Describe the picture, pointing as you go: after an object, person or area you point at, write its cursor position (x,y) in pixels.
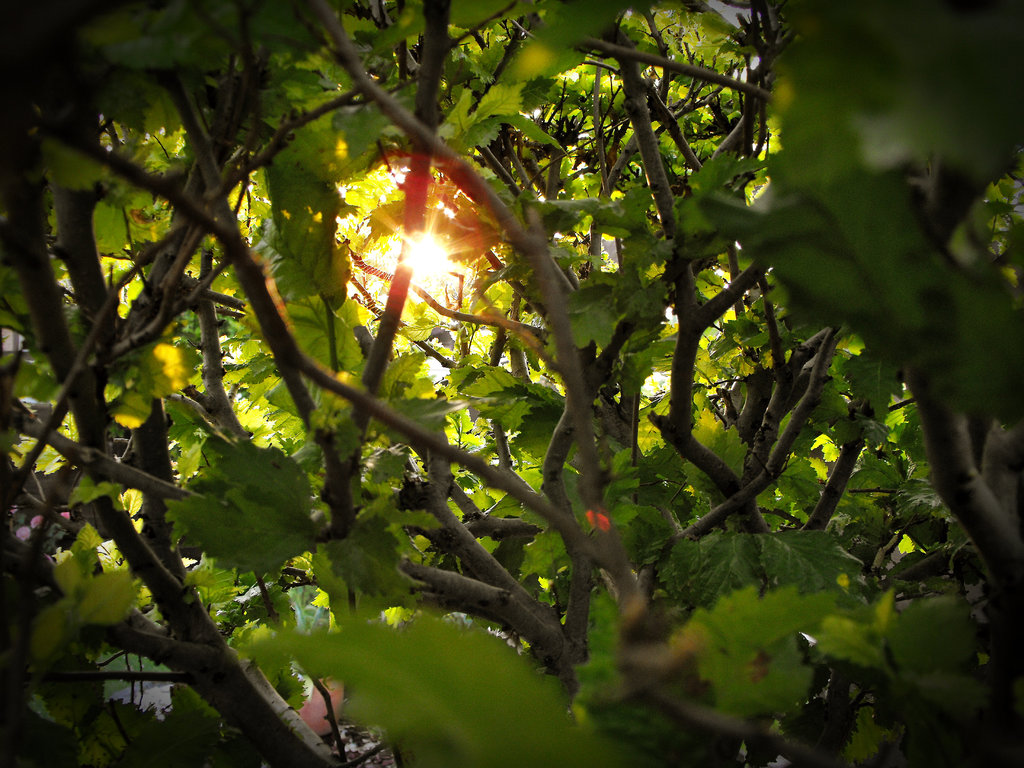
In the foreground of this picture (549,251), there are trees (497,328) and in the background (443,264), there is a sun (414,267).
